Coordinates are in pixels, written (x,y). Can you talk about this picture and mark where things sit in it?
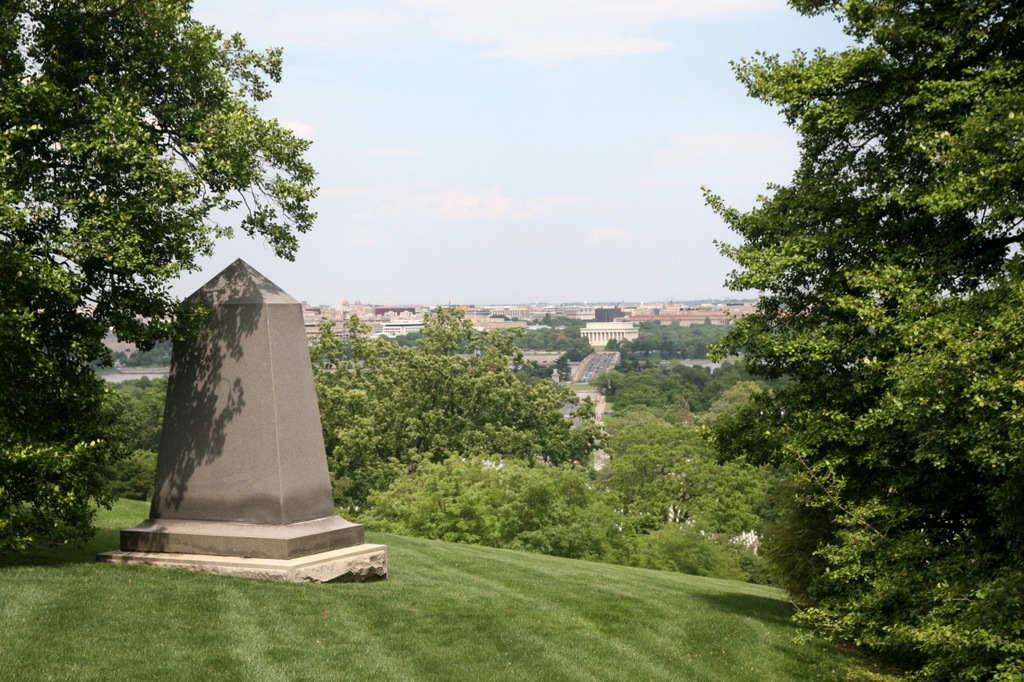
In this image I can see the memorial (190,478). In the background (496,453) I can see few trees (437,354) in green color, buildings (616,336) in white and brown color and the sky (509,114) is in white color.
